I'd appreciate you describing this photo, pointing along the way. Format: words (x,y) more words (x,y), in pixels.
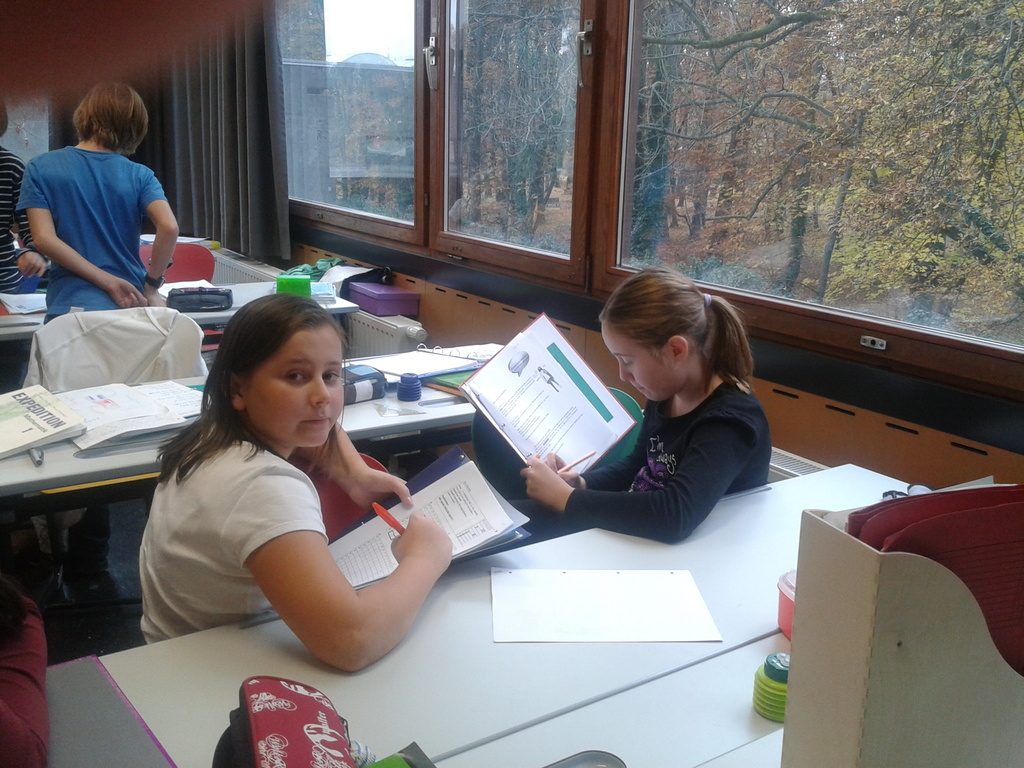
It is a classroom (613,106) kids (718,321) are sitting beside the table (713,541) they are holding the books (567,416) in their hand (529,482) to the left of them two kids (39,174) are standing in the background (406,205) there is a window (677,181) and outside the window (714,184) there are some trees (693,130) and sky (350,16).
